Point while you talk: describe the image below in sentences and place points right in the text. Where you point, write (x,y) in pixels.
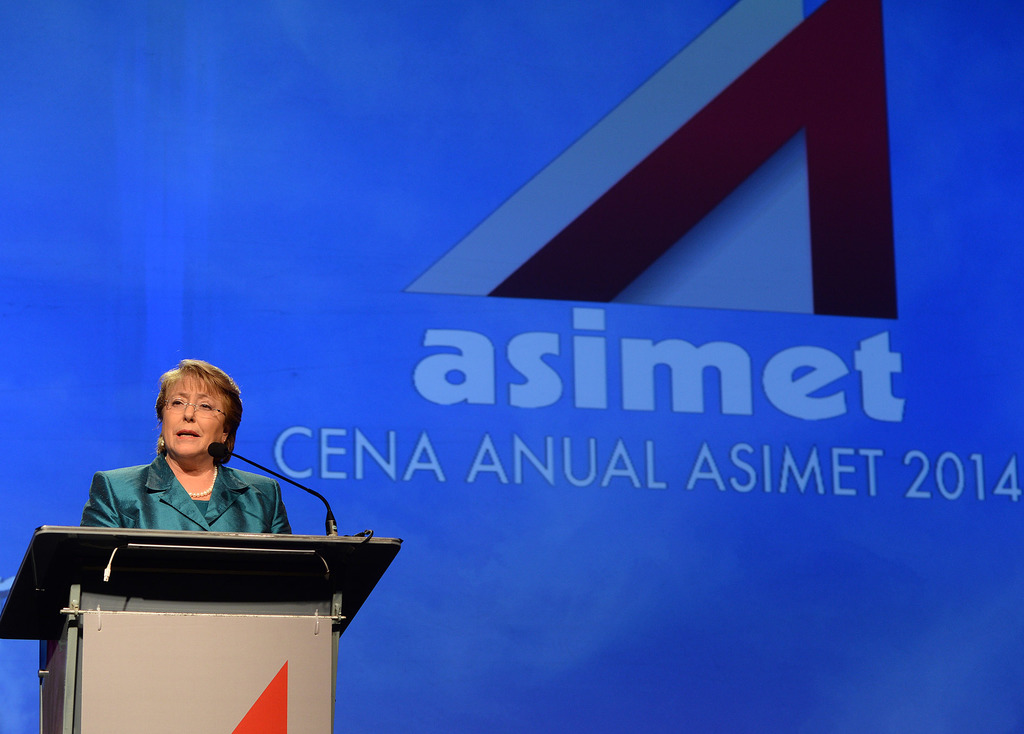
In this picture we can see a woman (175,509) on the left side (223,482), we can see a microphone (292,482) and a podium (61,564) in front of her, in the background (688,464) there is some text (387,471).
